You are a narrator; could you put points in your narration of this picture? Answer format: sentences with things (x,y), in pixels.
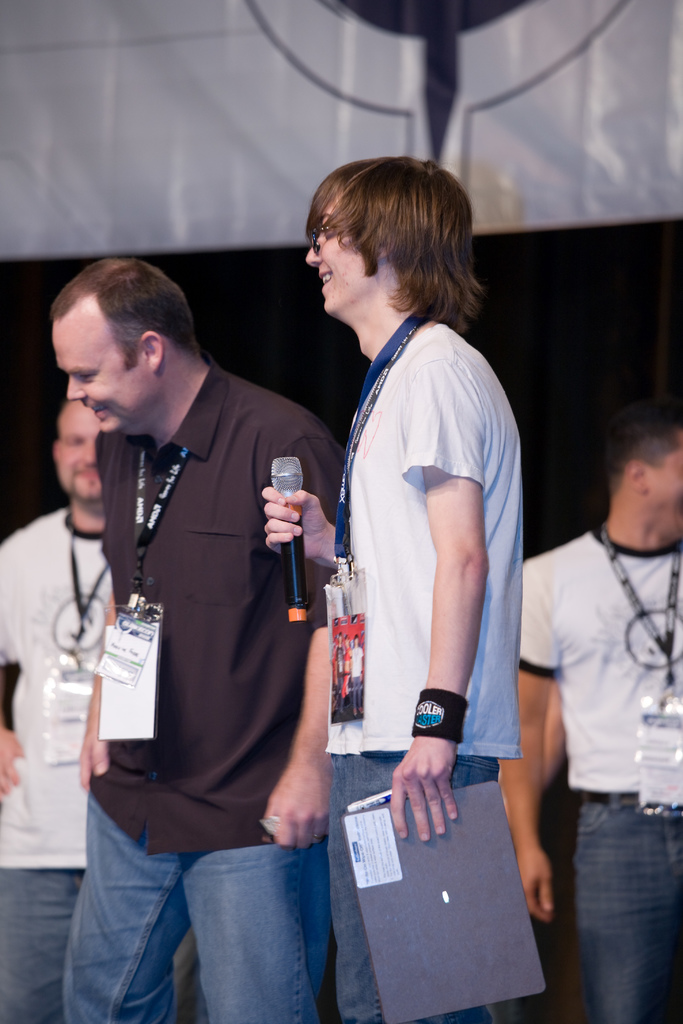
In this image I can see the group of people (282,725) with different color dresses (184,733). I can see these people (208,680) are wearing the identification cards (333,688) and one person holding the mic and the grey color object (398,907). In the background (429,36) I can see the banner (429,36).
